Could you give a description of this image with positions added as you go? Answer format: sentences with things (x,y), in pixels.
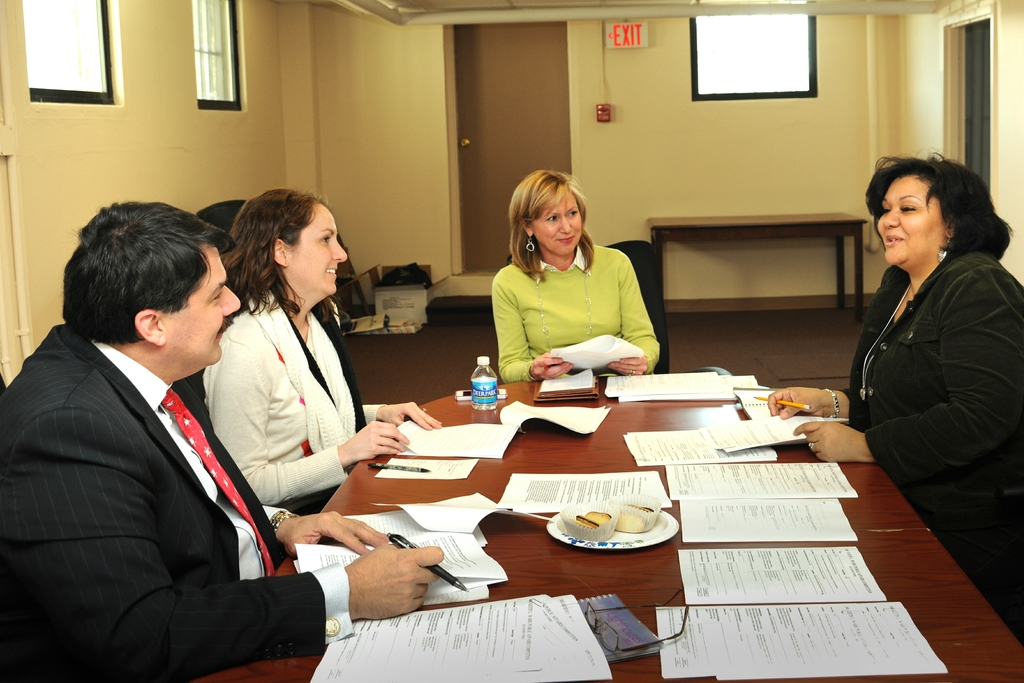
In this image in the center (586,453) there is a table (562,464) and on the table (494,473) there are papers (440,530), there is a bottle (474,403) and there is a mobile phone (459,393) and there is food (643,513) on the plate (619,534). On the left side of the table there are two persons (205,430) sitting and smiling and the man (157,524) holding a pen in his hand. On the right side of the table (620,554) there is a woman (948,379) sitting and smiling and holding a pen (758,399) and paper (772,428) in her hand (770,405). In the background (570,304) there is a woman (609,308) sitting on the chair (647,293) holding a paper (596,342) in her hand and smiling and there is an empty table (744,230) and there are objects (412,299) on the floor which are white and black in colour and there is a door (517,121) and there is a board (629,46) with some text (639,34) written on it and there is a window (758,71). On the left side (230,60) there are windows (203,57) and on the right side (953,73) there is a door (973,110).
